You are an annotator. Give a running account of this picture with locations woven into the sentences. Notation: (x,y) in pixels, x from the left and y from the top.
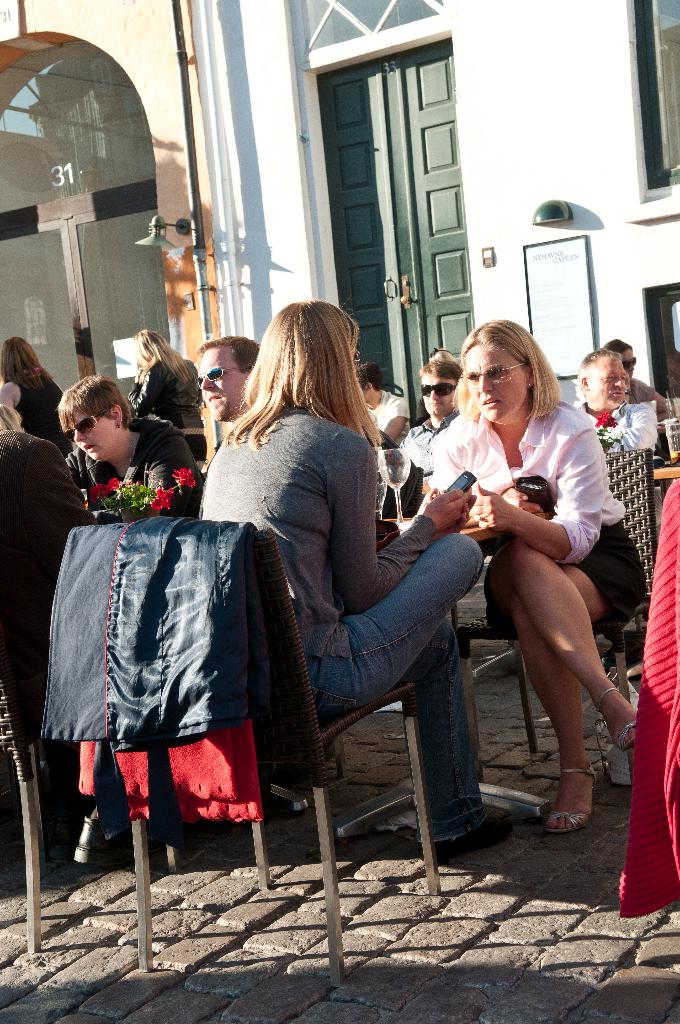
In this picture, we see many people (306,476) sitting on chair (285,655) on either side of the table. On table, we see flower vase (175,497) and glass (398,468). Behind them, we see white wall (476,149) and green door (427,274) on which whiteboard (554,301) with text (554,301) is placed on it.
